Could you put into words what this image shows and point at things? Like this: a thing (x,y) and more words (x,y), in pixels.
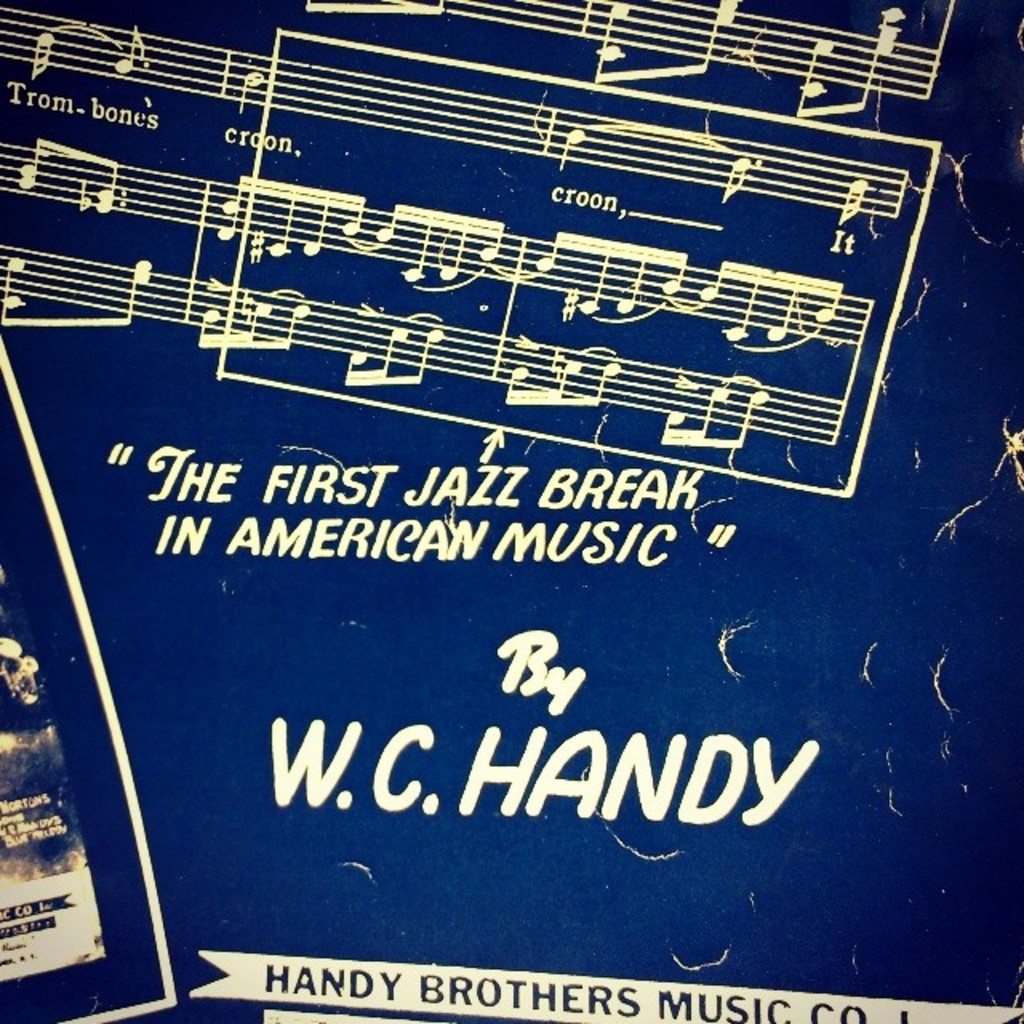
In the picture I can see a blue color poster (470,716) on which we can see some edited text (591,729) and some notes of music (501,116).
